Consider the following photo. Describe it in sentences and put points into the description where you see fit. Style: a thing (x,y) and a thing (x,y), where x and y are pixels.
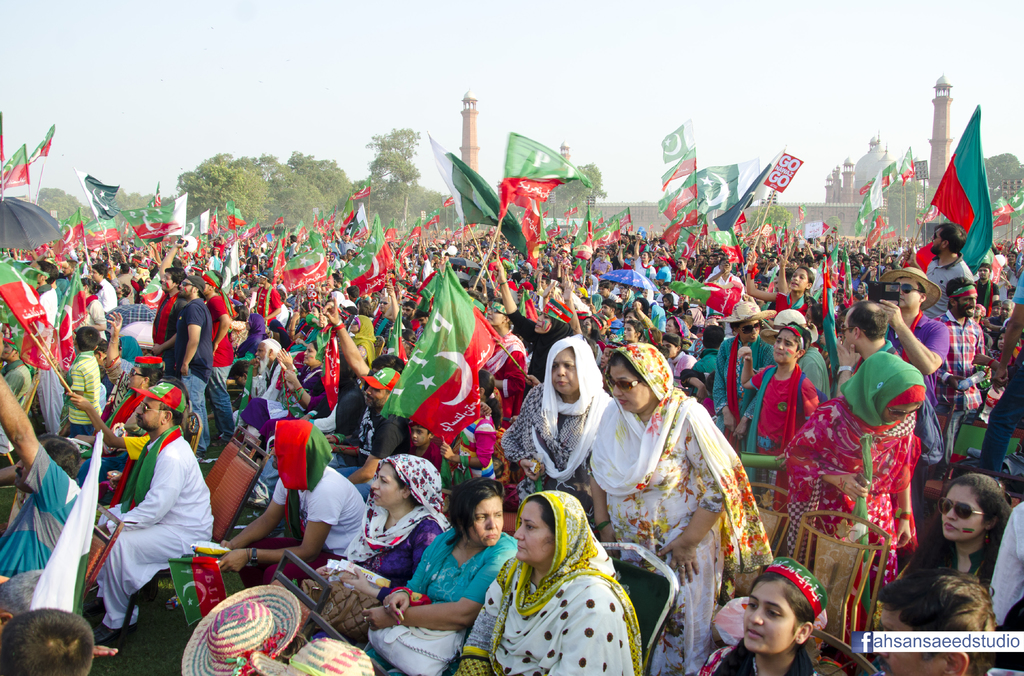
In this image a group of ladies and gents (541,308) are sitting and standing by holding the green, red color flags (863,191). In the middle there are trees (416,175), on the right side (833,197) it looks like a mosque (846,191). At the top (759,61) it is the sky (377,77).
